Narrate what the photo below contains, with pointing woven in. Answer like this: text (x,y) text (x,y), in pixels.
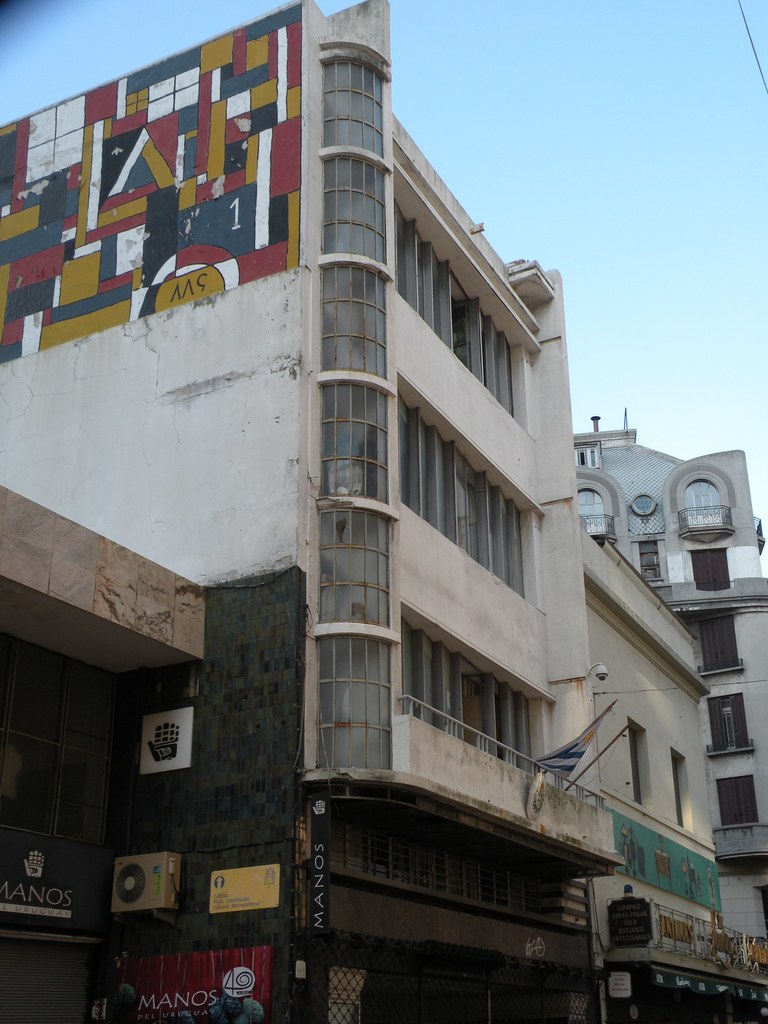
In this image we can see there are buildings (331,912) and boards (220,898) attached to the building (501,798) and we can see the flag (571,754) and the sky (633,368).
